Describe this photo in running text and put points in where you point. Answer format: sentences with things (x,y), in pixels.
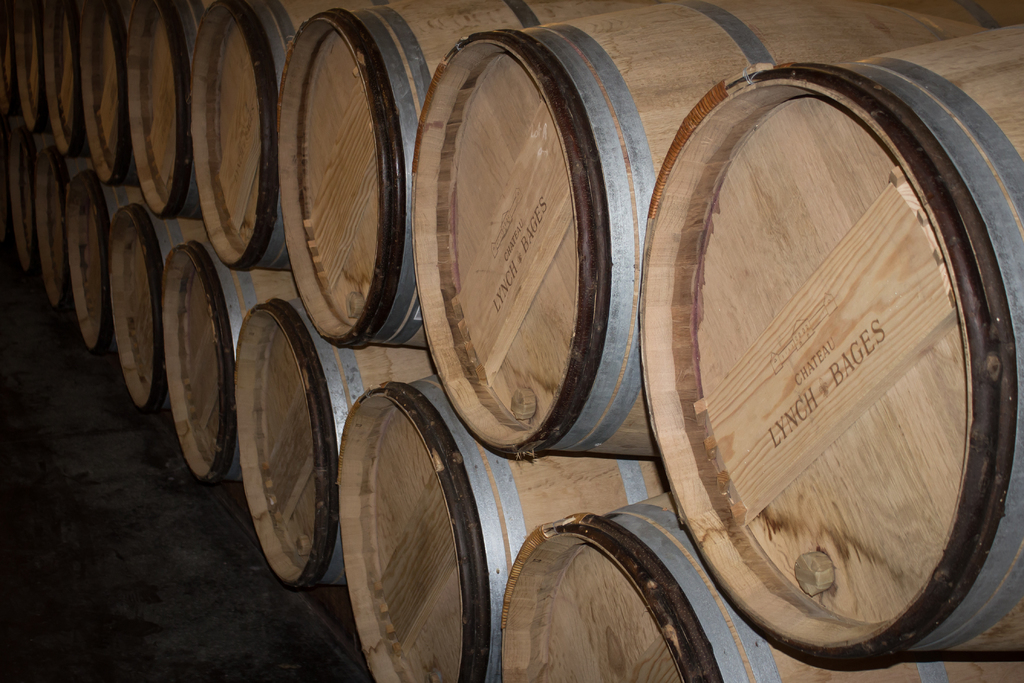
Here we can see barrels (316,0) on the surface (200,491).
